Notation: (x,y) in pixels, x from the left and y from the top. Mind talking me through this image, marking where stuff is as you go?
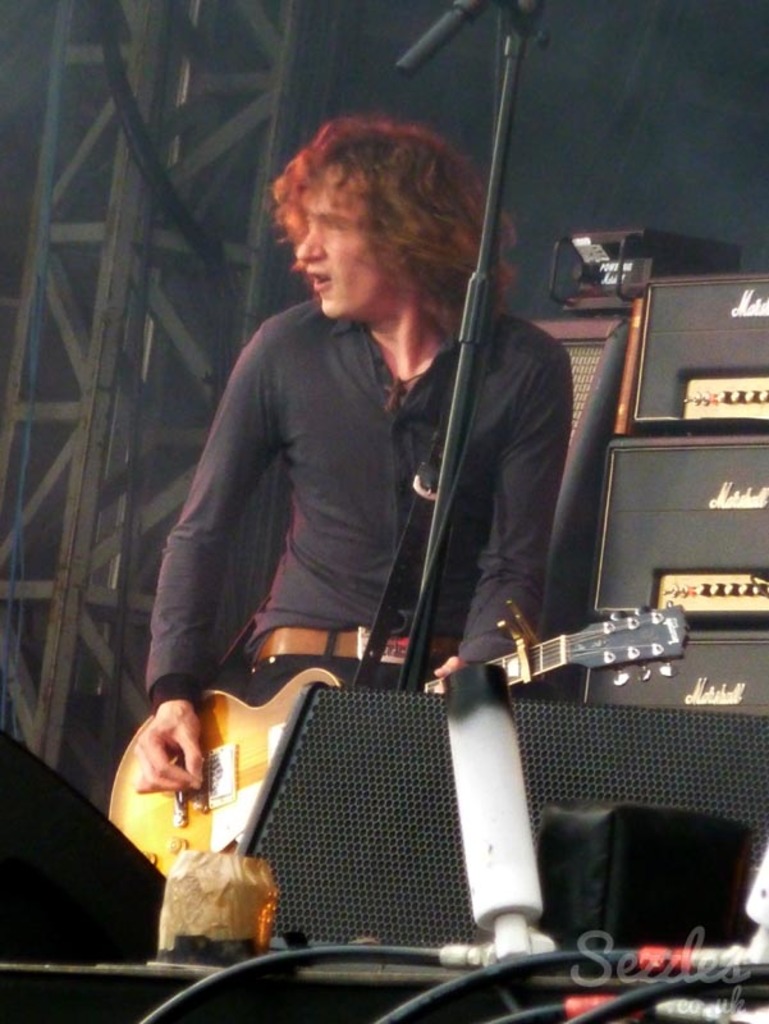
In this image I can see a person (285,671) playing the musical instrument (123,795). To the side of him there is a sound system (698,532). In the front (474,957) there are wires (434,955).
